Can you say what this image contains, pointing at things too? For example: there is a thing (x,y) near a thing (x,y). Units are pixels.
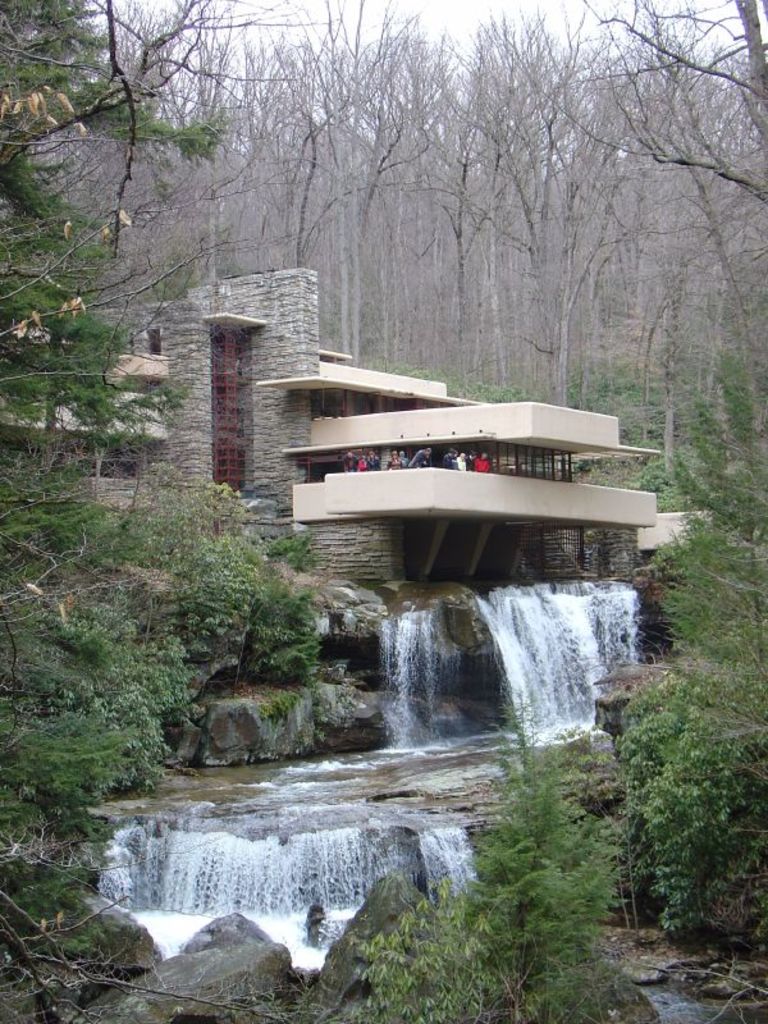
In this image we can see a building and a group of people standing inside it. We can also see the water-flow (409,759), the rocks (417,852), a group of trees (571,205) and the sky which looks cloudy.
